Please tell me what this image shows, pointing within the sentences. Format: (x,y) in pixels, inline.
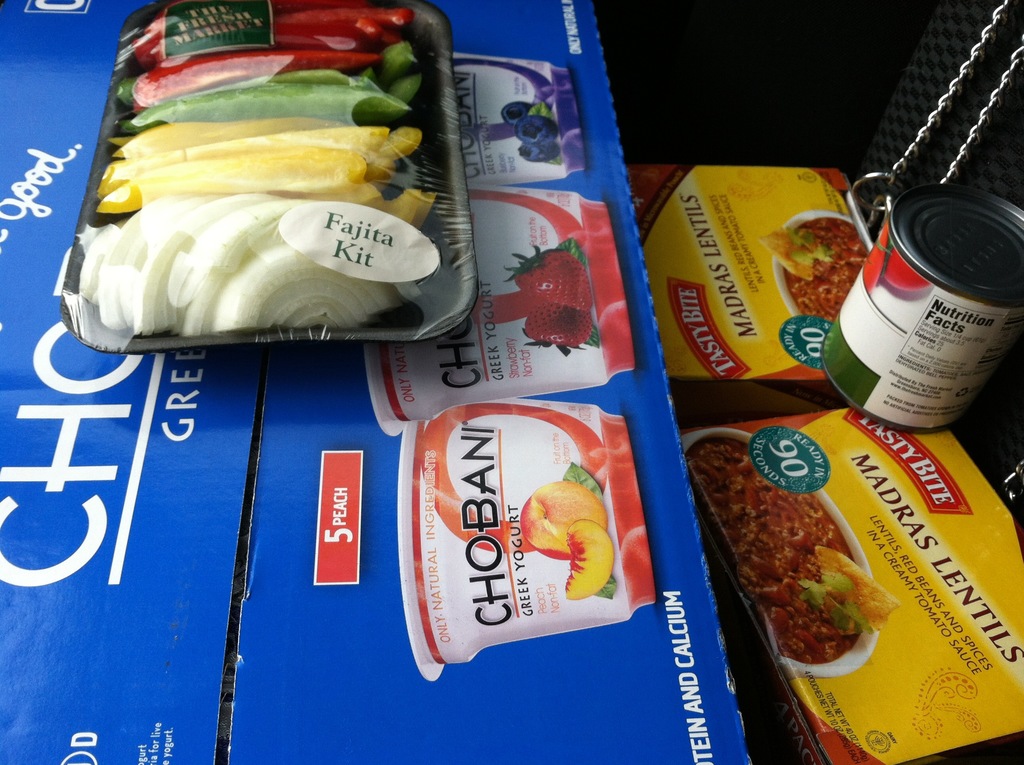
In a black box (443,276) we can see chili (293,36), onion pieces (268,281) and other food item (294,133). Here we can see blue color carton boxes (401,519). On the right (918,261) there is can (909,271) which is kept on the yellow color carton box (925,638). On the top right corner (994,25) there is a chain (973,129).
